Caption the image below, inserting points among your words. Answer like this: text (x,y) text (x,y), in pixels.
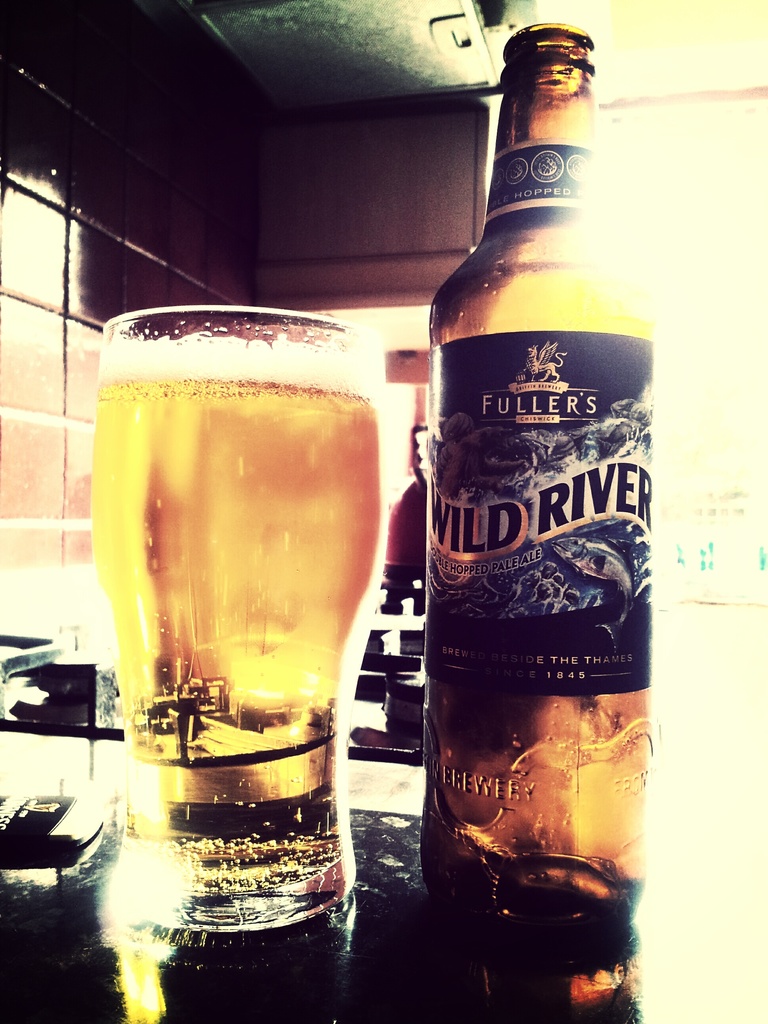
In this image we can see a bottle (532,675) and a drink glass (355,642) on an object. We can see the wall (148,199) in the image.
